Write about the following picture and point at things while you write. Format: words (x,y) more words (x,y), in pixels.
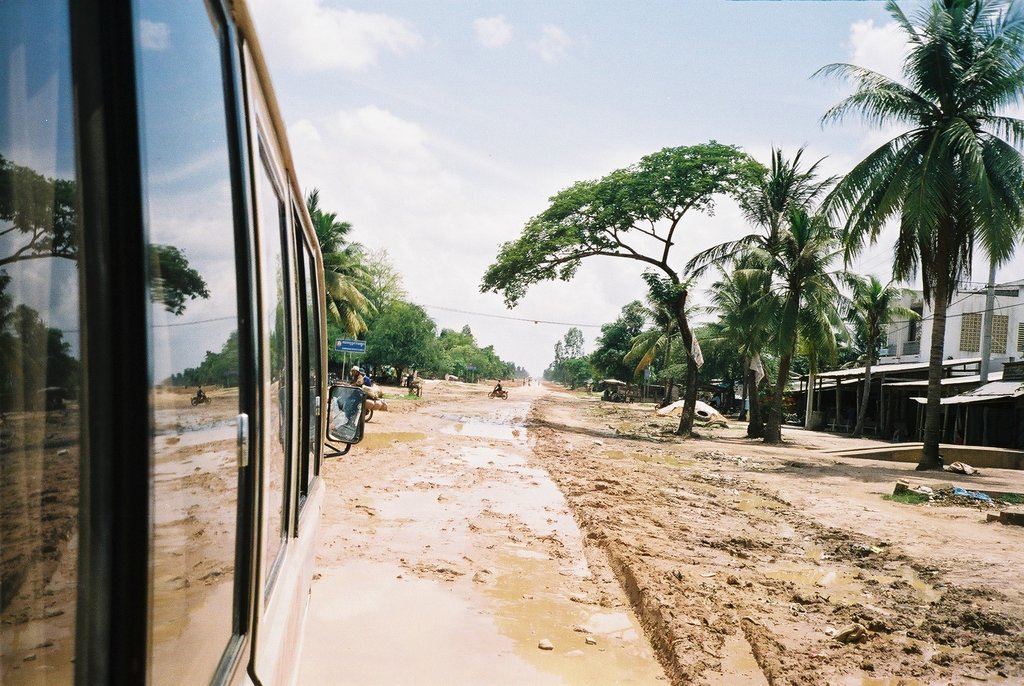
In the image there is a bus (285,452), around the bus (234,190) there is a lot of mud (520,386) and there are trees (340,300) and buildings (855,372).
